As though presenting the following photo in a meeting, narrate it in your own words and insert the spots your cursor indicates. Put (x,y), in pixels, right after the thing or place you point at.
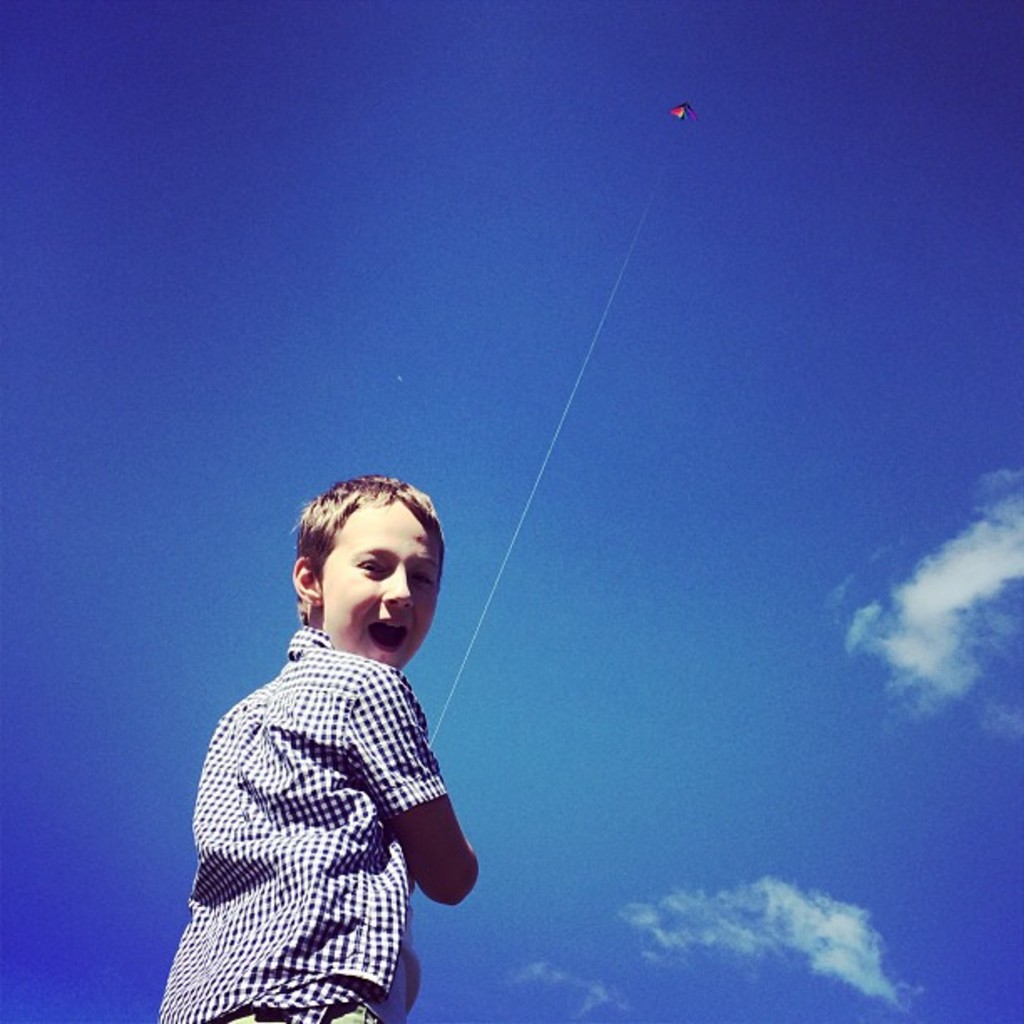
In this image, we can see a kid (385,661) flying a kite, we can see the blue sky (662,348).
